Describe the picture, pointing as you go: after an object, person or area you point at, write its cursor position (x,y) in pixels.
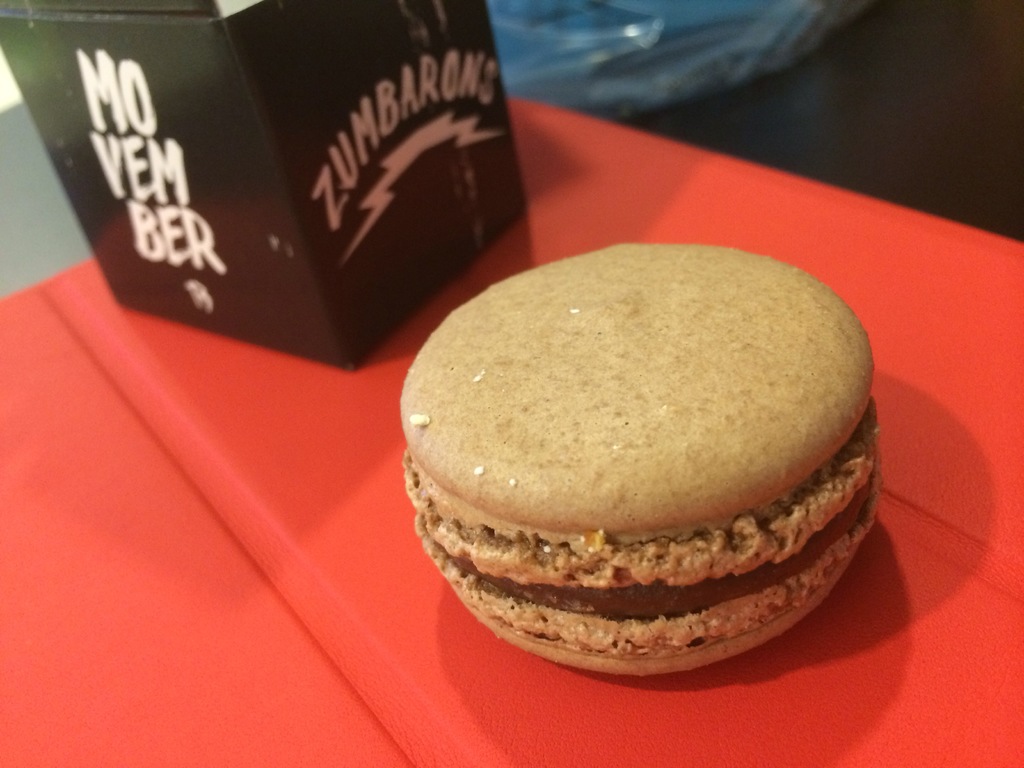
In this image I can see a food item (462,404) and a black box (301,235) on a red surface (266,564).
